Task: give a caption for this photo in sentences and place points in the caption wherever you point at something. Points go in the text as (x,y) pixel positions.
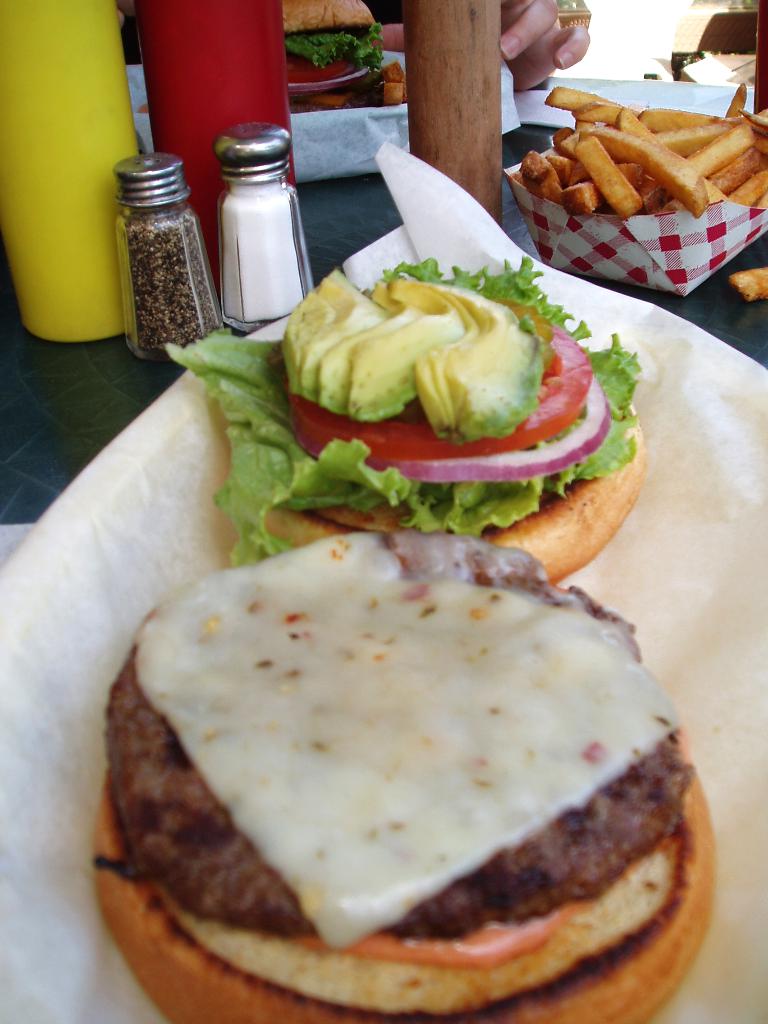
In this image there is a table (45,450) truncated, there are objects (282,277) on the table (37,398), there is an object (41,798) truncated towards the bottom of the image (710,700), there is food (351,932) truncated towards the bottom of the image (326,956), there are objects (723,132) truncated towards the right of the image (657,268), there are objects (250,61) truncated towards the top of the image (54,62), there is an object (76,557) truncated towards the left of the image (92,236), there is a person's hand (538,20) truncated towards the top of the image (581,38).
